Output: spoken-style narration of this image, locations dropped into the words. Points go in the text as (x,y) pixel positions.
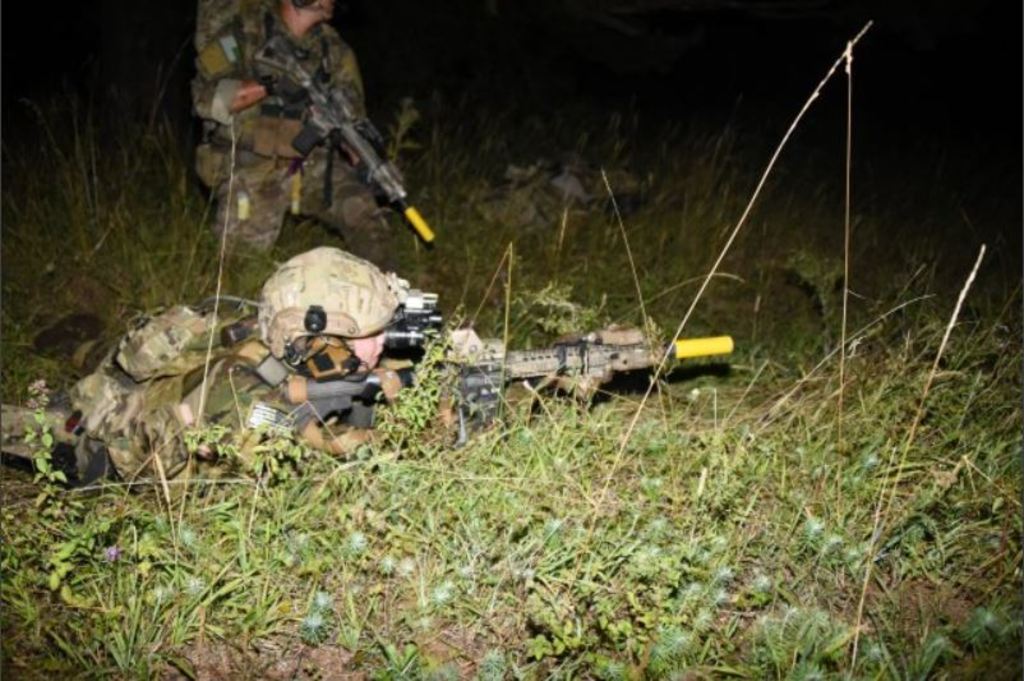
There are two people (317,46) holding guns (315,139) and this person (338,333) laying on the grass (605,445). Background (803,27) it is dark.
